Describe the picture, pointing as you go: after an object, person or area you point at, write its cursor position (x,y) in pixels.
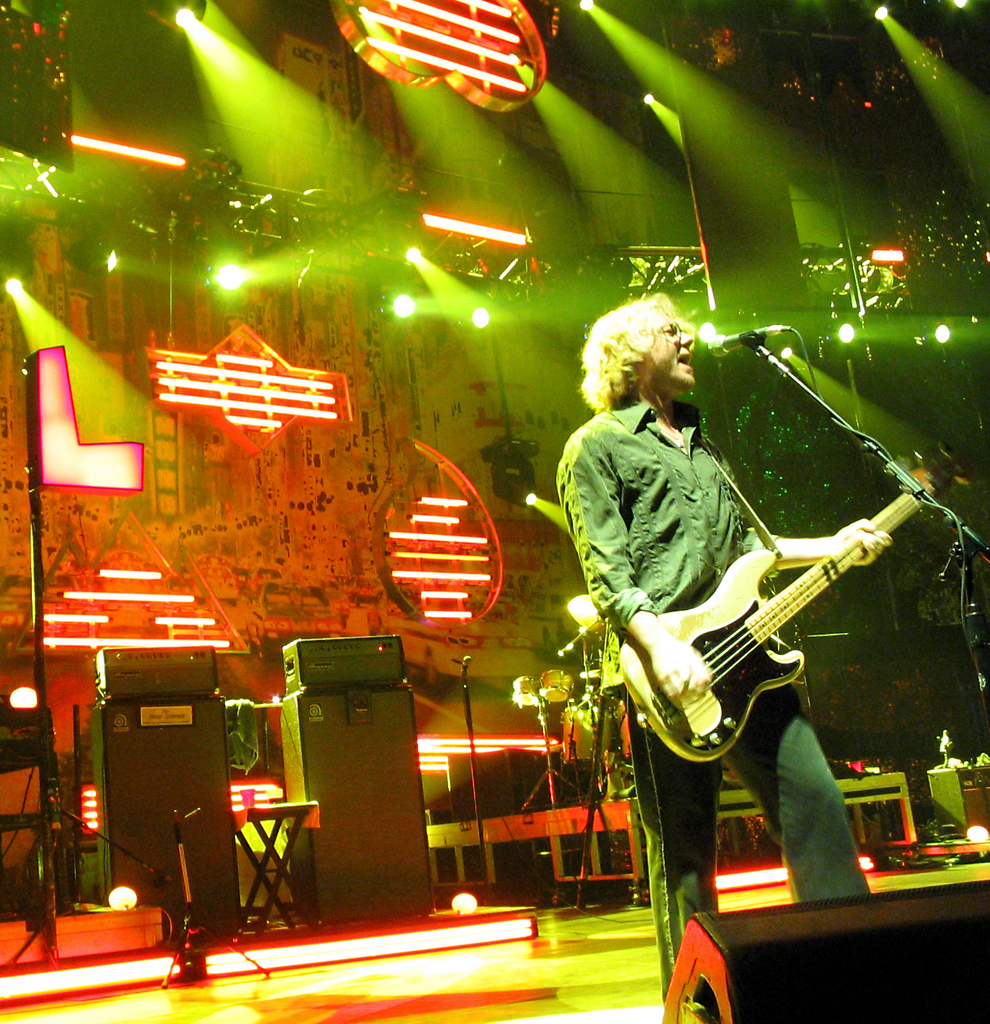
In this image a person (659,345) is standing on the stage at the right side (665,594). He is playing a guitar (685,611) and singing on mike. Behind him there are sound speakers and some musical instruments (561,679). In the background (235,265) there are some lights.
